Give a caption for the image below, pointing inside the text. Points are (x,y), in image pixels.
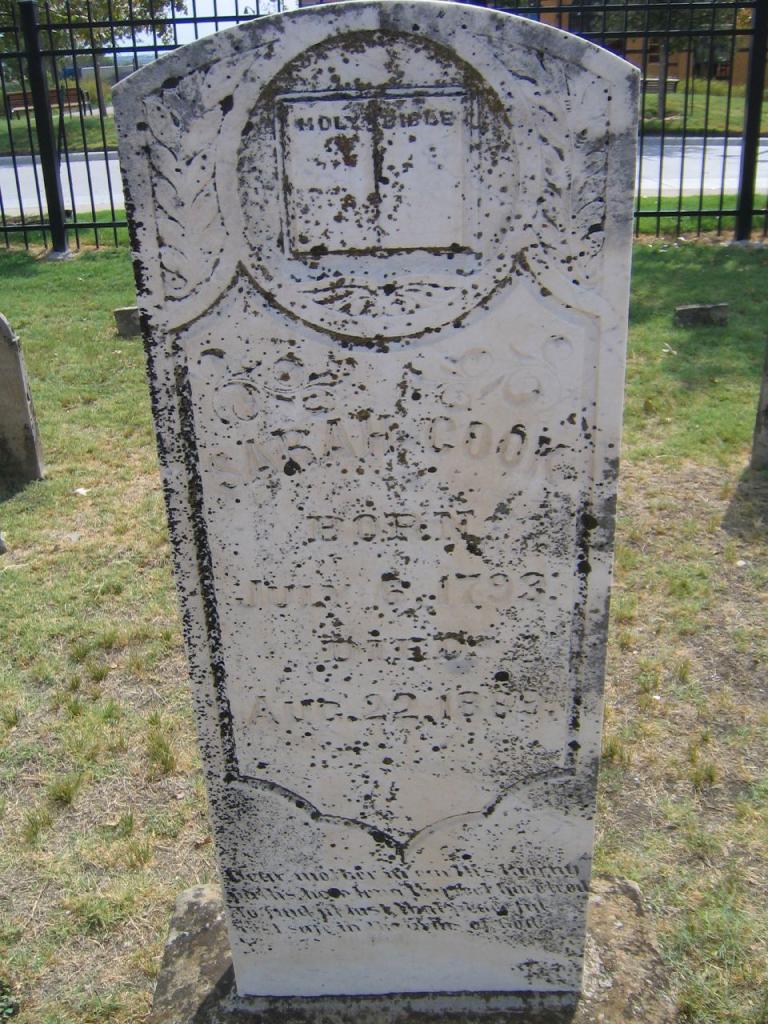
This picture shows a grave (610,394) and we see a stone (571,245) and we see grass (725,624) on the ground (757,616) and a metal fence (745,173) and we see trees (673,41).
